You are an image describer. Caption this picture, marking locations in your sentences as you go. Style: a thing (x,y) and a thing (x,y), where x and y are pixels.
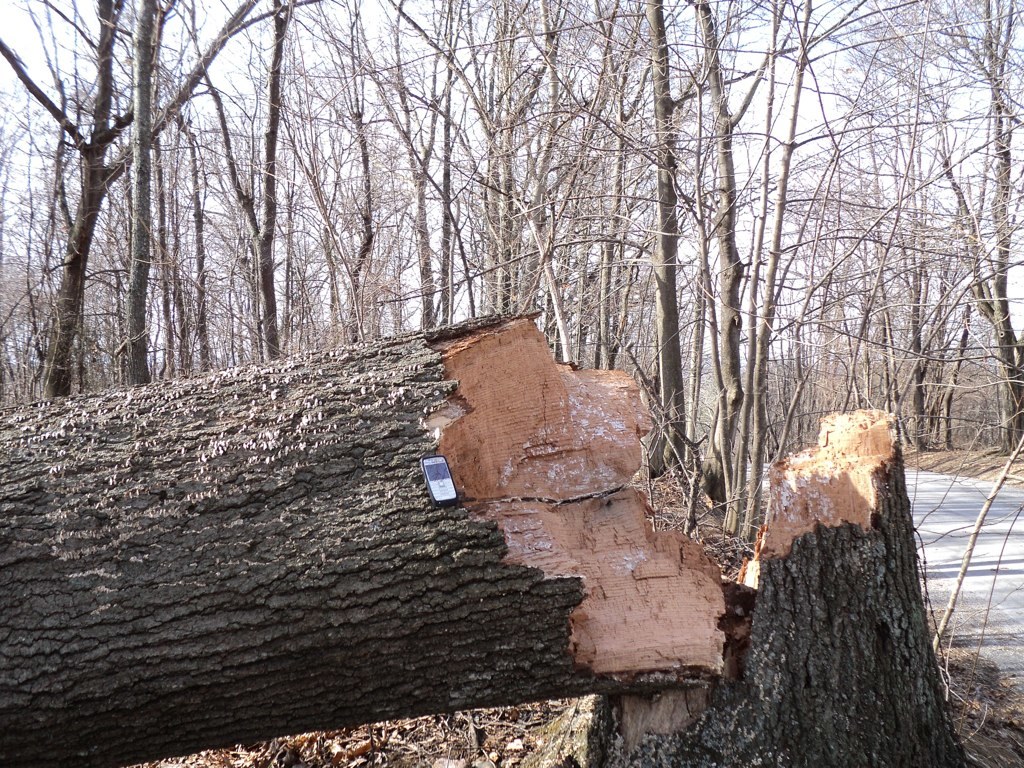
In this image we can see one cell phone (441,467) on the tree (409,515), one road (1012,520), so many trees (803,61), one tree stump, some dried leaves (343,740) on the surface (406,744), one cut wooden tree (406,446), and at the top (813,98) there is the sky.
